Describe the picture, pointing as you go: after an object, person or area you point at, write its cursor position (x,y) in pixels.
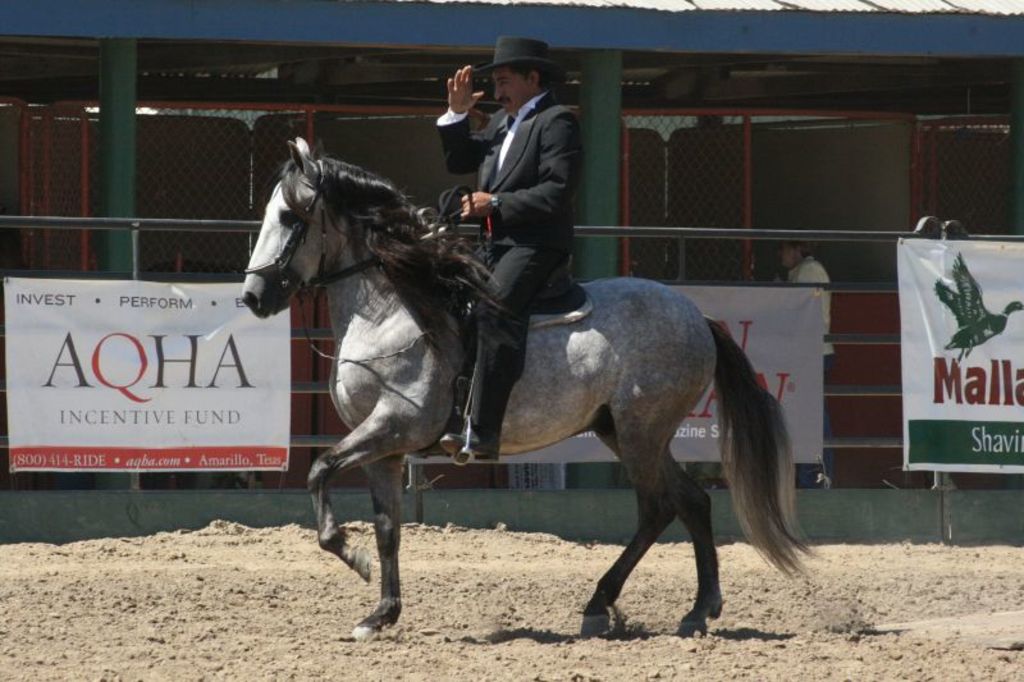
There is a man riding a horse (615,376). Here we can see a fence (188,168), banners (1007,463), pillars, shed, and a person (806,278).
